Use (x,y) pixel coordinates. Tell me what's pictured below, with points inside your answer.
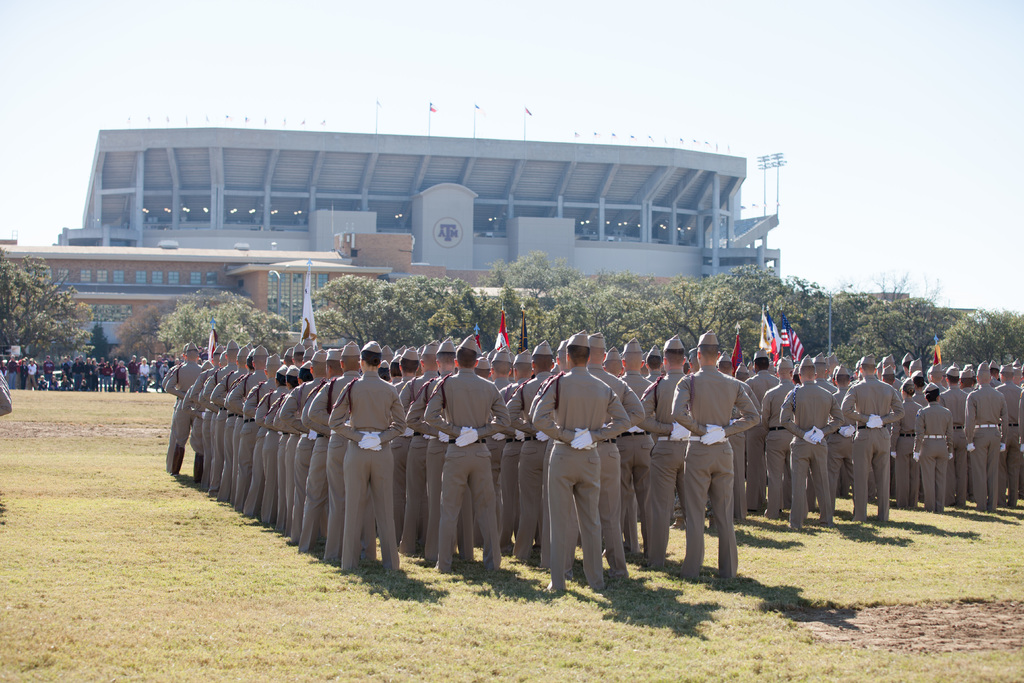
In this image there are a group of people (629,441) standing and they are wearing uniform (854,381), and in the background (385,335) there are some people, poles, flags (787,338), trees (392,309) and building (374,216). At the bottom (853,542) there is grass (906,542), and at the top (824,120) there is sky (639,122).
